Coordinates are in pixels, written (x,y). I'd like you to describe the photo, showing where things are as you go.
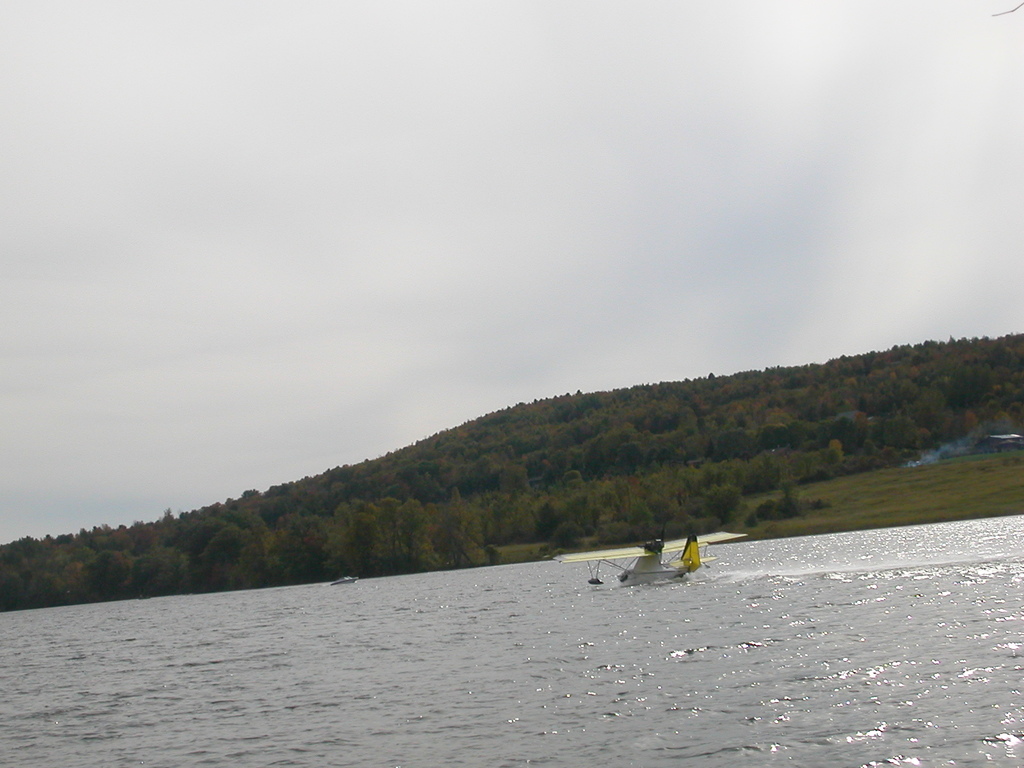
This picture shows trees (525,500) and we see water (404,702) and we see a plane (635,568) and a boat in the water (530,684).
